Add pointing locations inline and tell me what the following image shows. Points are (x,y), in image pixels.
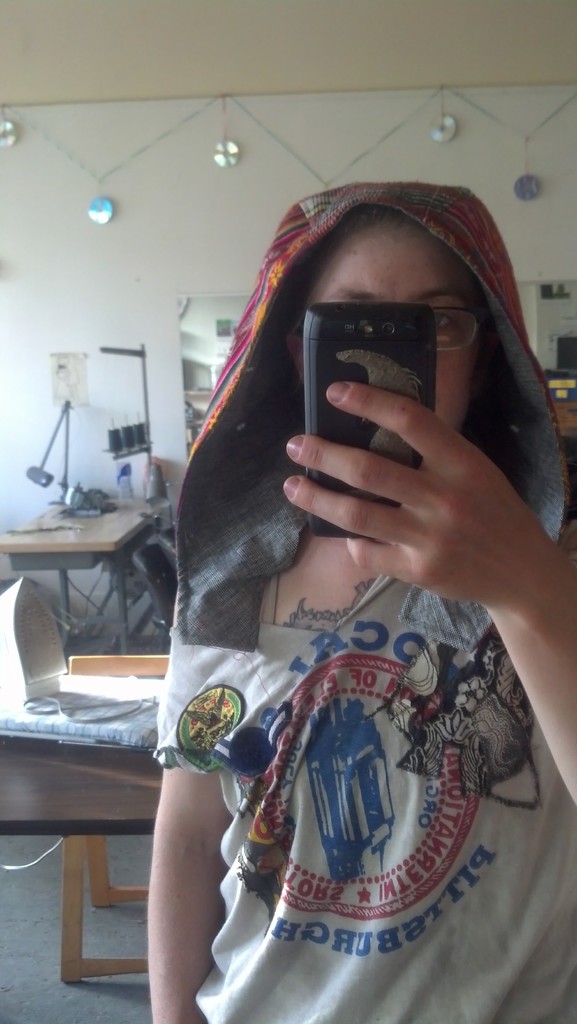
In this image there is a person (303,827) standing by holding the phone (407,335). Behind her there is a table (117,752). On top of it there is a iron box (51,683). At the back side (93,555) there is a another table (92,527). On top of it there are some objects (127,441). At the back side (197,143) there is a wall (330,96) and some disks (93,220) are attached to it.
